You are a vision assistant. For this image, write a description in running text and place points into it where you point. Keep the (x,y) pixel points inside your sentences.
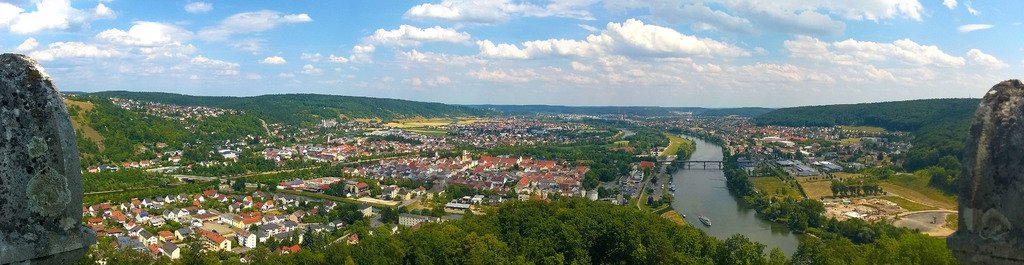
In this image, I can see the view of a city (476,144) with the houses (564,164), buildings (437,156) and trees (217,185). It looks like a river (713,180). I can see a boat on the water (705,201). I think this is a bridge (718,161), which is across the river (688,175). In the background (102,106), I think these are the small hills (901,111). On the left (76,203) and right side of the image (989,200), I can see the pillars (80,217). At the top of the image (105,52), I can see the clouds (79,42) in the sky (731,43).
